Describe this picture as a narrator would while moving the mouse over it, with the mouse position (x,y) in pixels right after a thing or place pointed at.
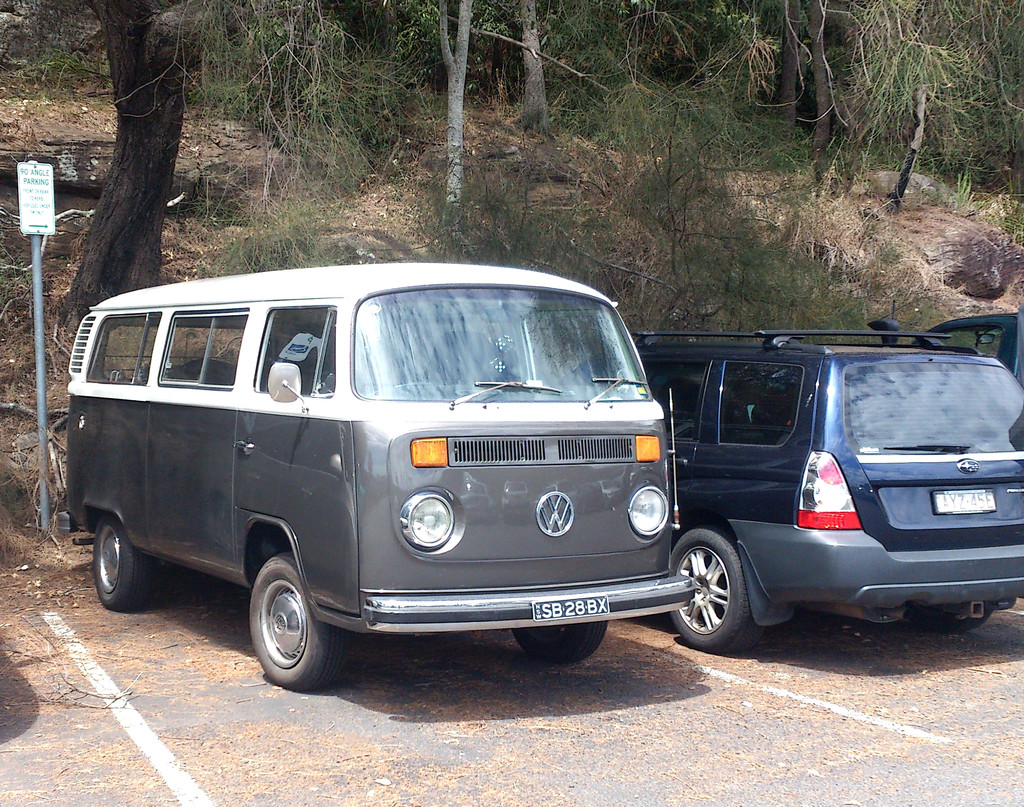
In the image there is a van (470,466) and two cars (792,518) on the side of the road (156,618) with trees (176,43) and plants (985,152) behind it on the hill (252,146) with a board (26,195) on the left side (44,199).
